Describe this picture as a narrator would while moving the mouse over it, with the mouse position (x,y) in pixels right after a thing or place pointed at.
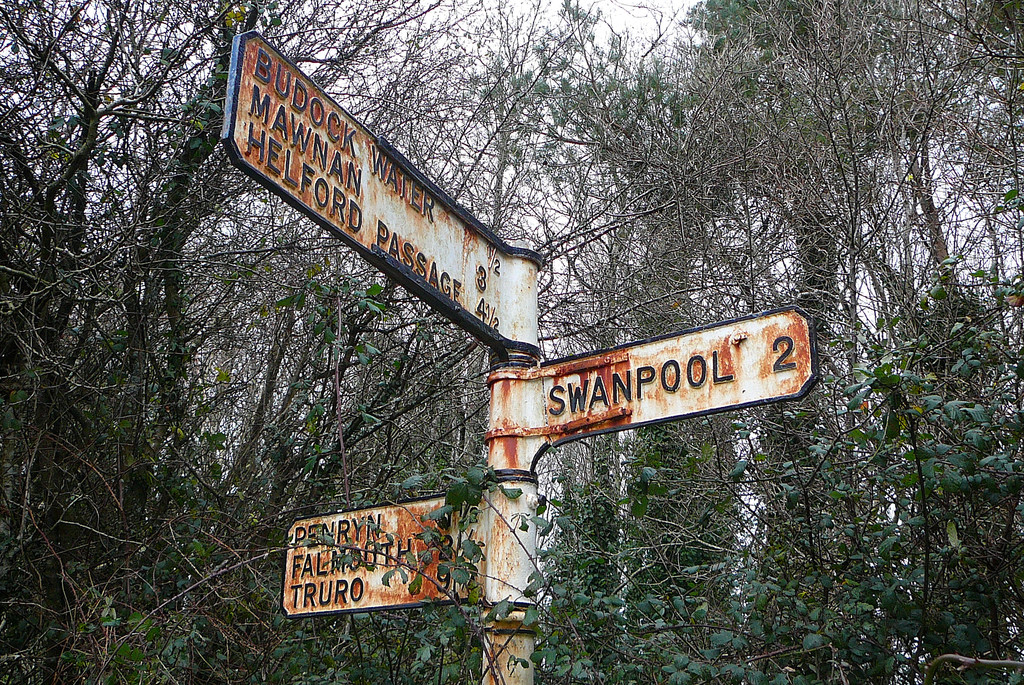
In this image we can see there is a pole (487,684) with sign boards (428,525), in the background (629,577) there are trees (688,596).
